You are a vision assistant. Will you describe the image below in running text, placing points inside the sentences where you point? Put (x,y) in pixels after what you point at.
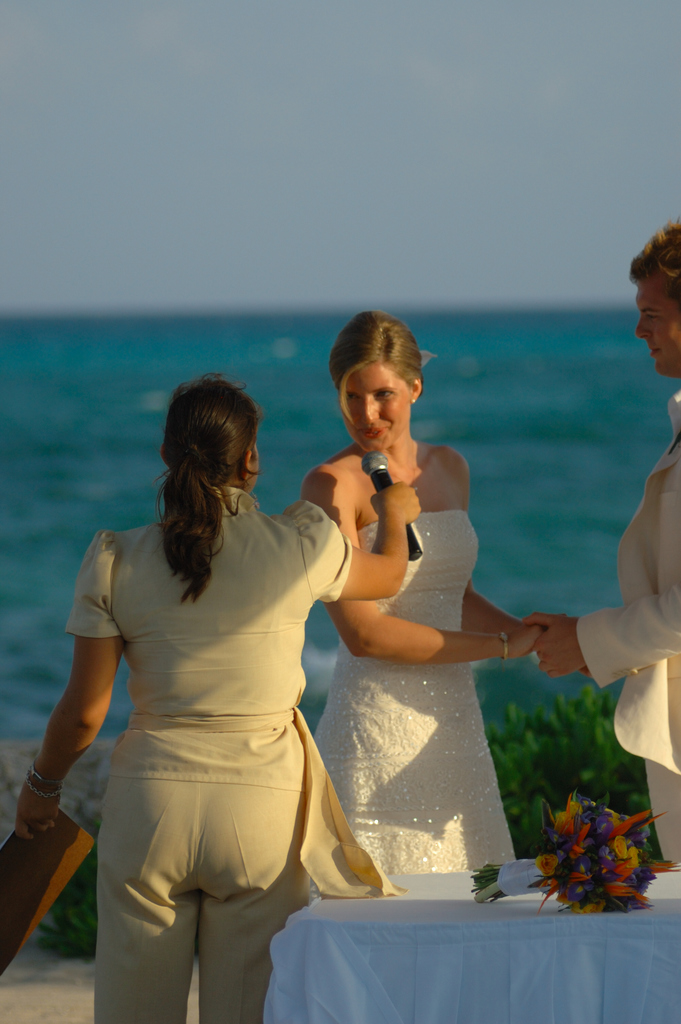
In this image I can see a man (626,545) and two women (287,618) are standing among them this woman (242,669) is holding a microphone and some object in hands (379,501). Here I can see a table (520,961) which has flowers (582,895) and other objects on it. In the background (155,383) I can see water (156,412) and the sky (309,219).
